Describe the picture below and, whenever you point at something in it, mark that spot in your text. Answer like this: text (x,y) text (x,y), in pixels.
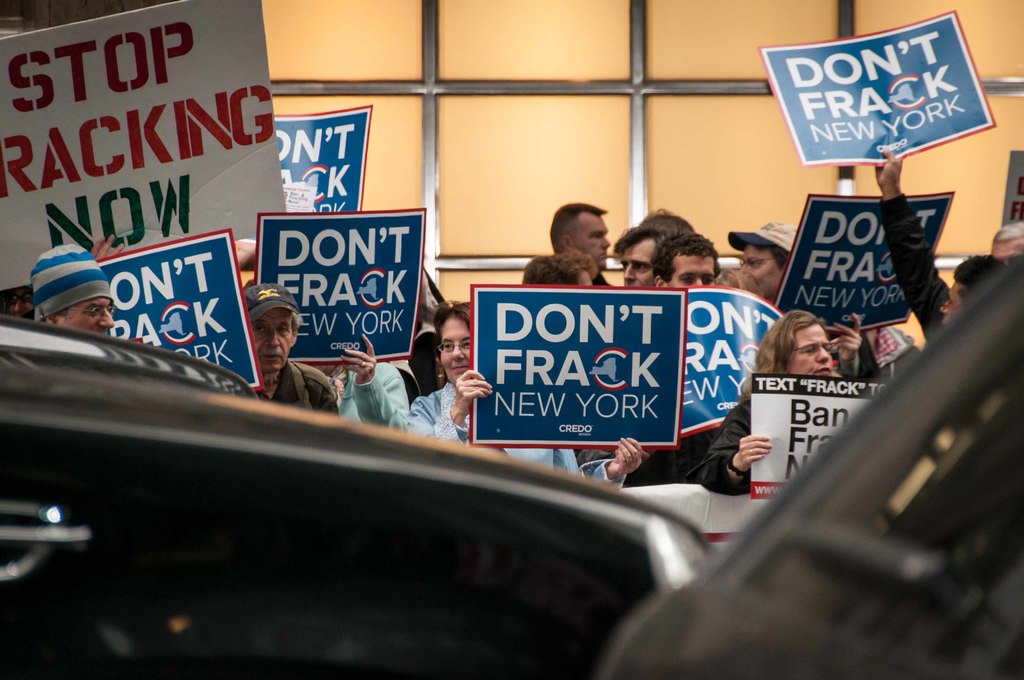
In this image I can see group of people (562,241) standing and they are holding few posters (852,278) and I can also see the board (250,41) in white color. In front (428,514) I can see the vehicle (428,532).
